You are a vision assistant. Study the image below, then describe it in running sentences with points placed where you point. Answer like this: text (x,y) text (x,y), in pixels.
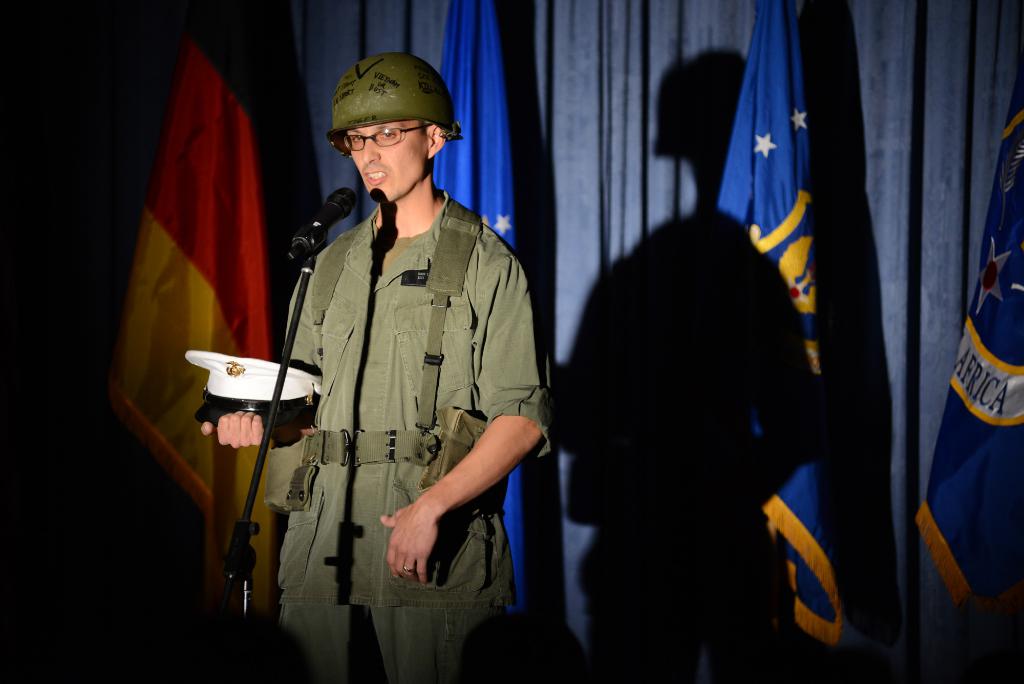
In the center of the image (449,278), we can see a person (391,309) wearing uniform (442,248), glasses (375,142) and a helmet (367,96) and holding a cap (310,377) and we can see a mic (310,260) with a stand (241,573). In the background (480,121), there are flags (198,56) and there is a shadow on the curtain (599,141).
